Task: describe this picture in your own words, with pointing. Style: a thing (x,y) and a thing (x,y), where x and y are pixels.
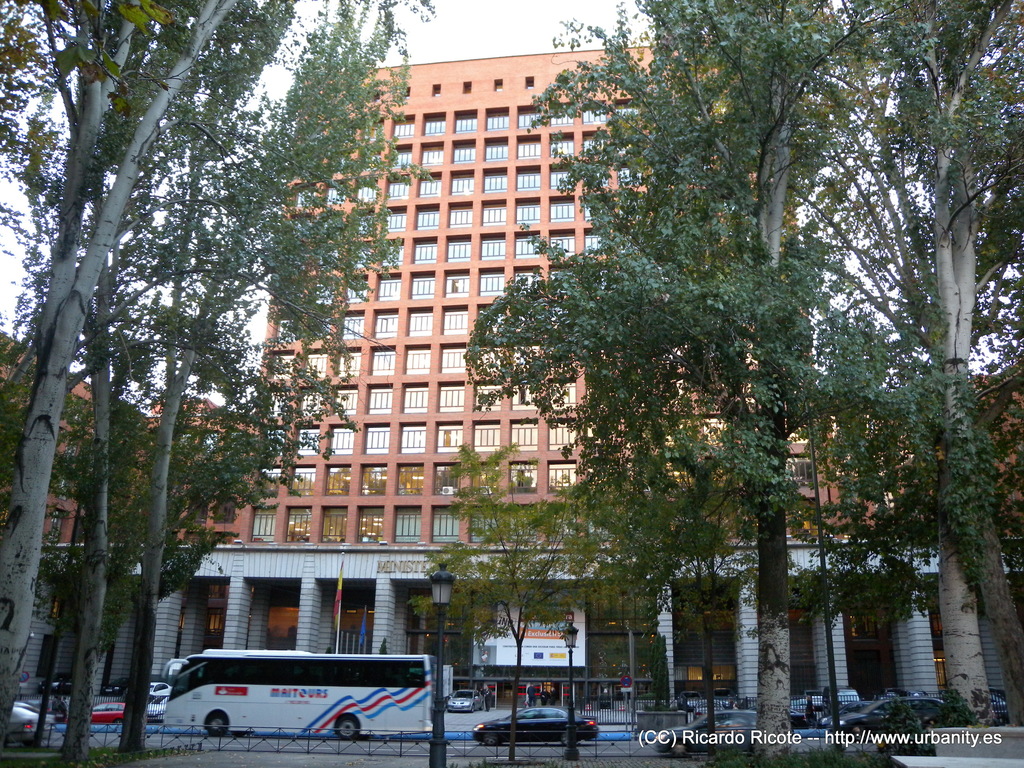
On the sides there are trees (687,492). Also there are railings (587,711). In the back (291,720) there are many vehicles (409,681). Also there is a building (398,363) with windows (384,361) and pillars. And there is a banner (546,631). Also there are light poles (441,666). In the right bottom corner (917,734) there is a watermark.
